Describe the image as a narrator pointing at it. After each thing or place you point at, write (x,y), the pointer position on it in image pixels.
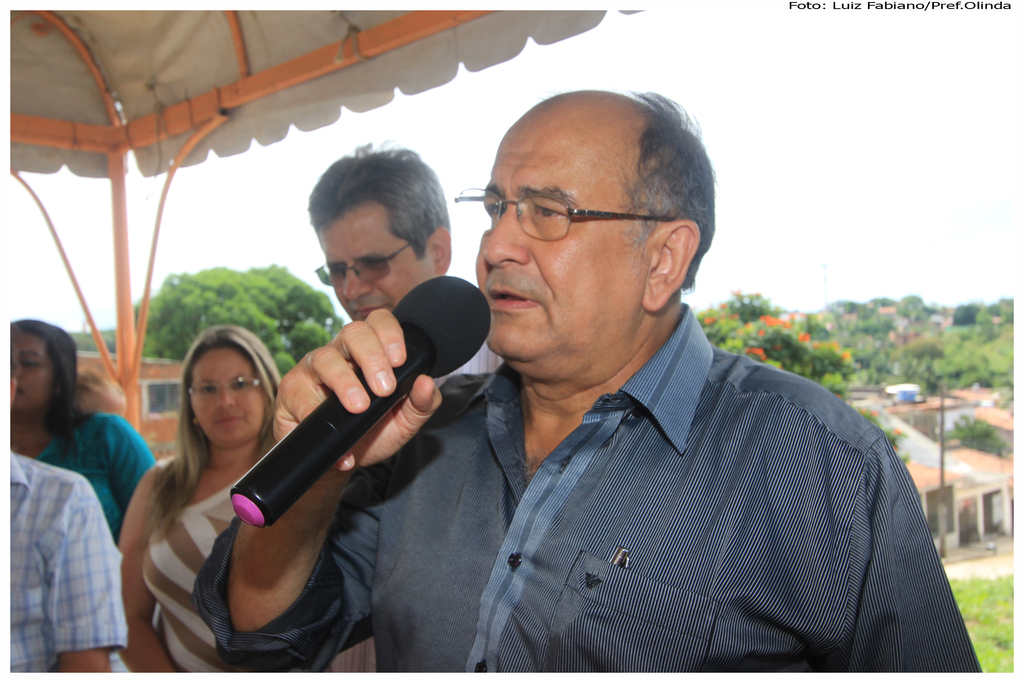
In the picture a man (580,366) is standing he is wearing blue shirt (595,518) he is speaking something, beside him there are other people (70,423) two women (199,410) and two men (386,231) above them there is a roof (250,38) which is of orange and white, in the background (842,364) there are few houses (969,497), trees (835,335) and sky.
